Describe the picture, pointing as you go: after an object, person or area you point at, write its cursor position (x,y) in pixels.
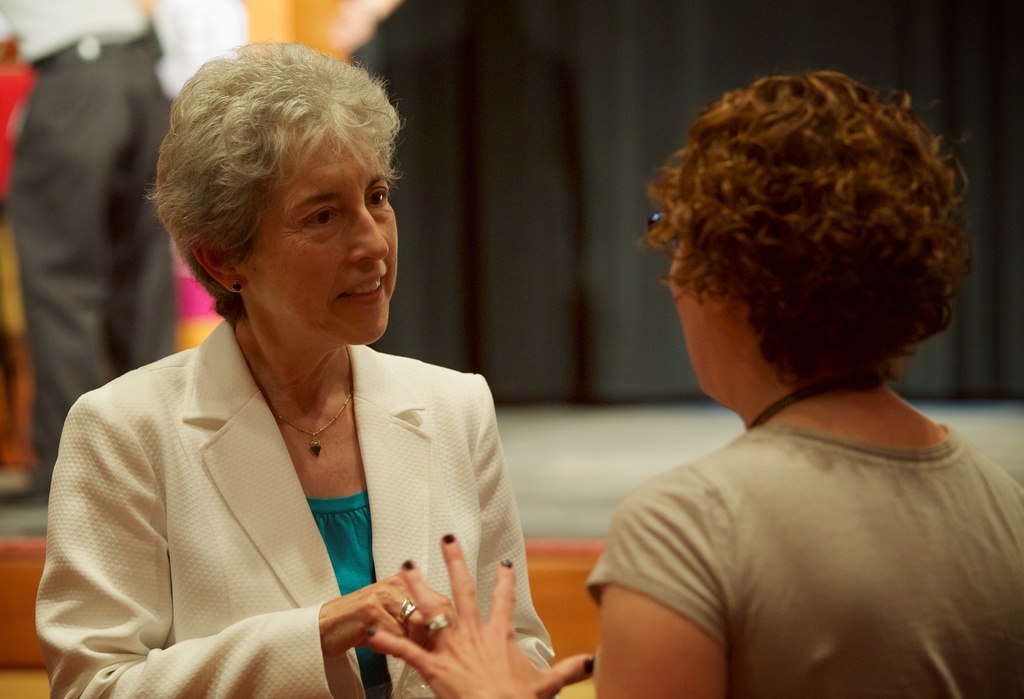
In the foreground of the image (64,656) there are two ladies (420,436). In the background of the image (457,172) there is a black color curtain (528,65). There is a person (46,320) standing.
